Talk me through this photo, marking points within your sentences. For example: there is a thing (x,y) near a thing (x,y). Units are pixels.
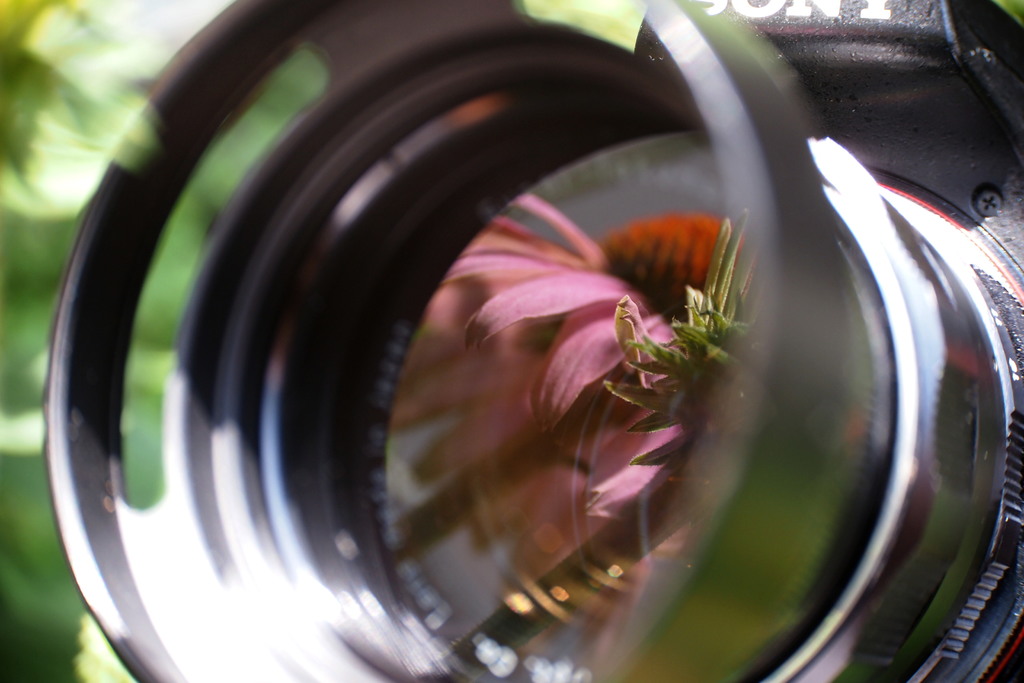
In this image we can see a camera (893,135) with lens (808,497). In the center of the image (484,256) we can see the reflection (436,368) of a flower (683,223).
